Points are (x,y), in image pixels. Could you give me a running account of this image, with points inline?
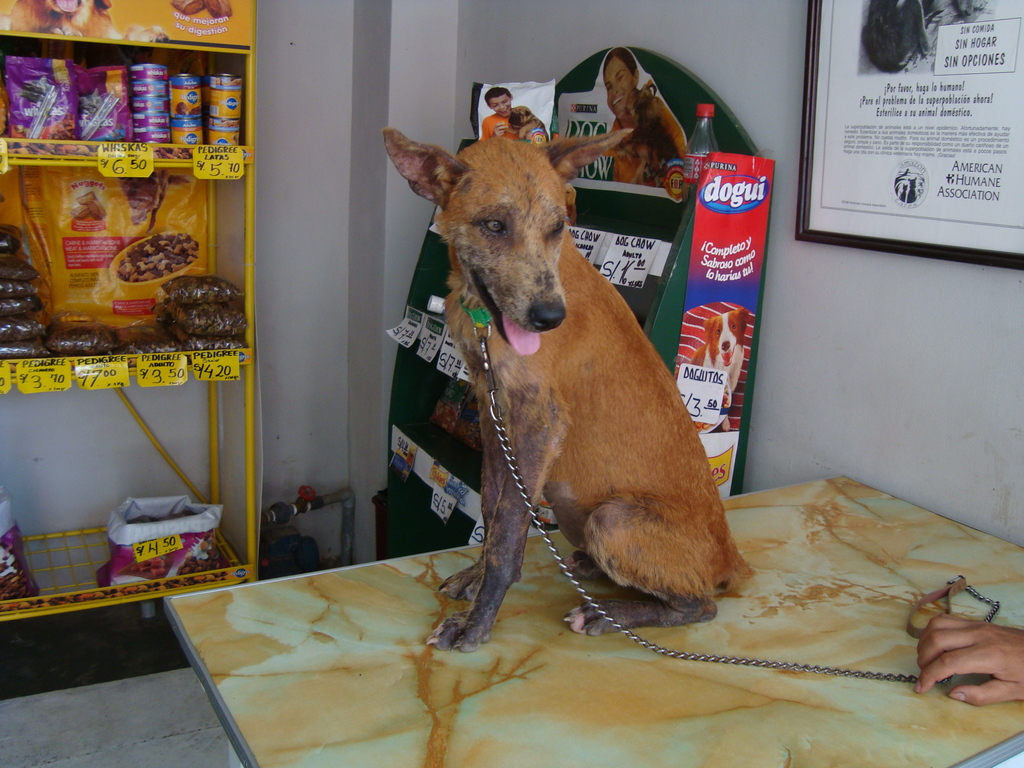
In the center of the image (568,478) we can see a dog (543,437) on the table (763,592). On the right (931,672) we can see a person's hand (969,664) holding a chain (873,672) and there is a frame (884,246) placed on the wall (873,429). We can see stands (419,442) and there are things (146,270) placed in the stands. In the background (350,217) there is a wall (338,252).
